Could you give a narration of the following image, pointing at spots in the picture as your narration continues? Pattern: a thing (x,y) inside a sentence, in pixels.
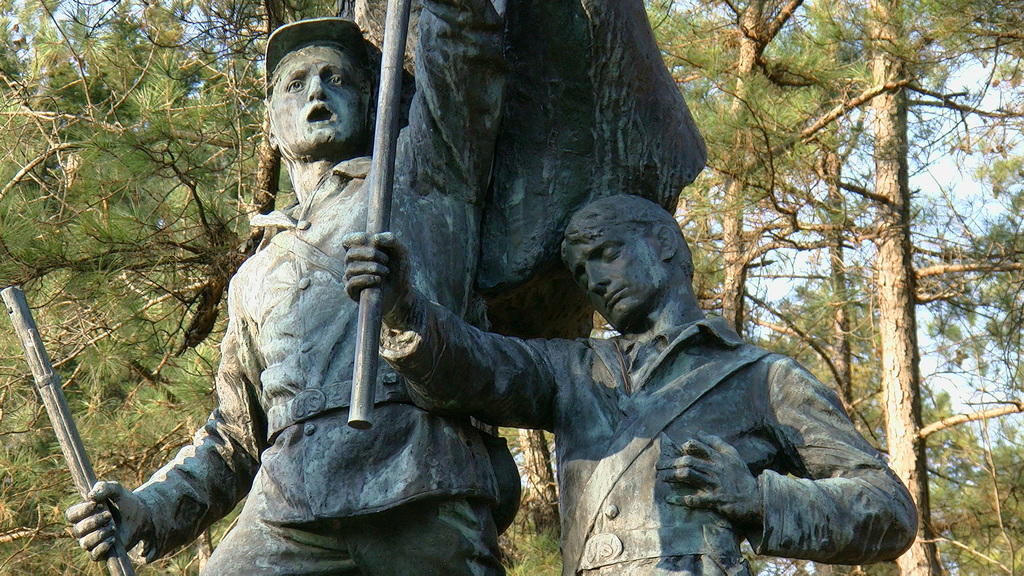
In the center of the image (444,362) there are statues (468,367) of persons (455,19). In the background of the image (228,22) there are trees (665,25).
